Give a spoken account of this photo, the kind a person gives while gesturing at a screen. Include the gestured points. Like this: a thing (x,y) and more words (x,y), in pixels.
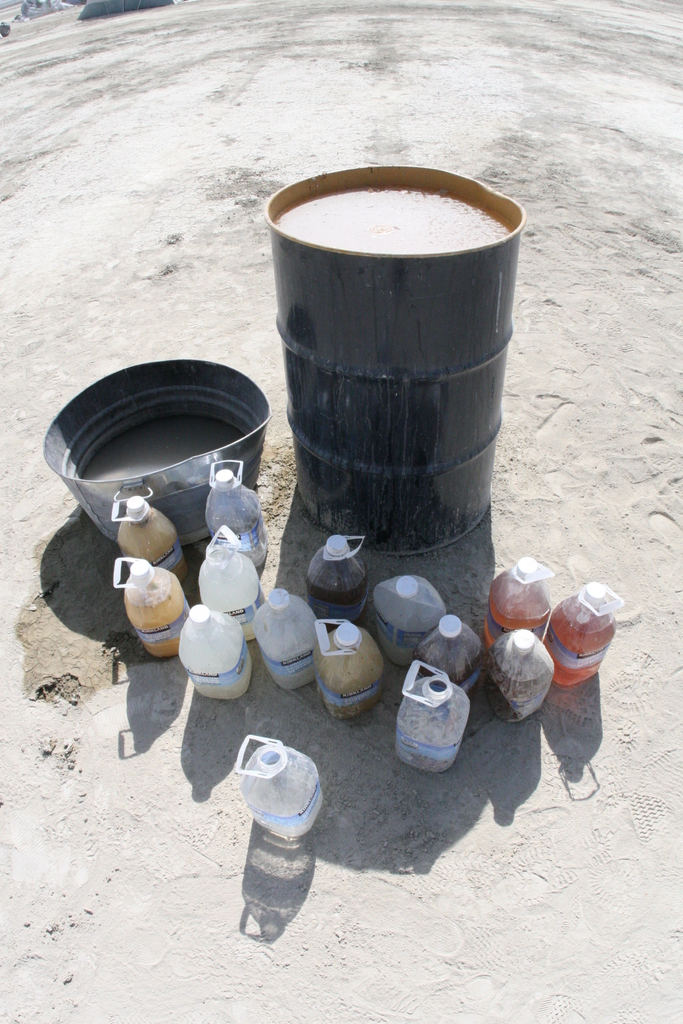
In the image we can see there is a drum (400,356) and beside there is a tub (121,492) in which there is water (153,464) and on the ground (211,874) there are bottle cans (428,746) in which there are liquids (496,608).
